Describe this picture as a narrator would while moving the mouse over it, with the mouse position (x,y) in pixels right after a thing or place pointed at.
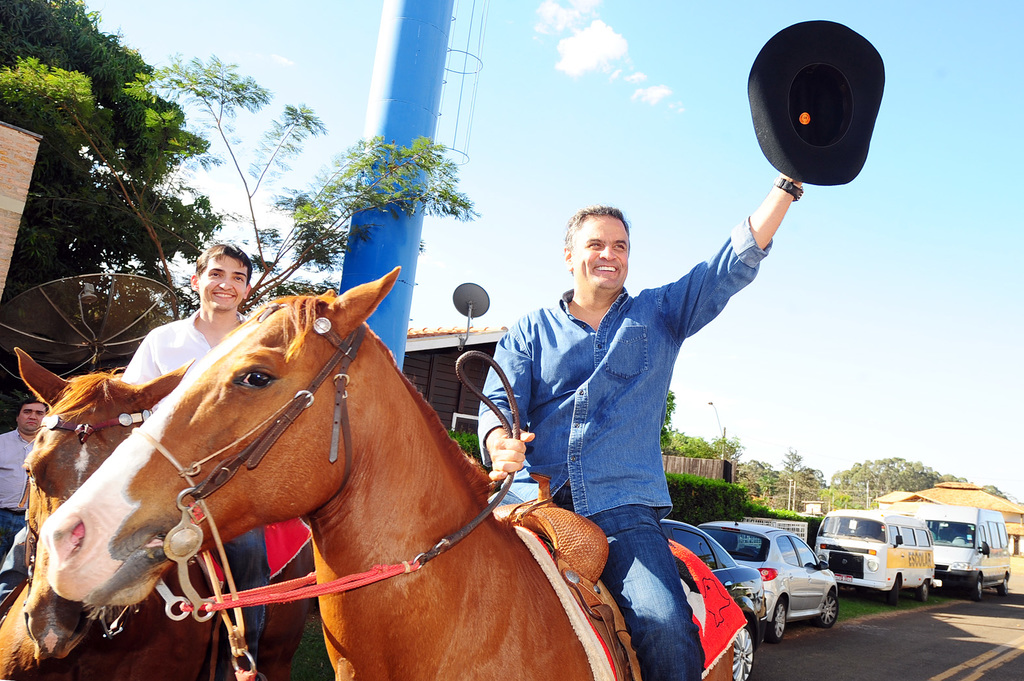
As we can see in a picture that there are two men (547,403) sitting on horse (379,484). The right side man (616,404) is holding a cap (775,120) in his hand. There are many trees (87,183) around, cars (810,550), grass (865,612).
